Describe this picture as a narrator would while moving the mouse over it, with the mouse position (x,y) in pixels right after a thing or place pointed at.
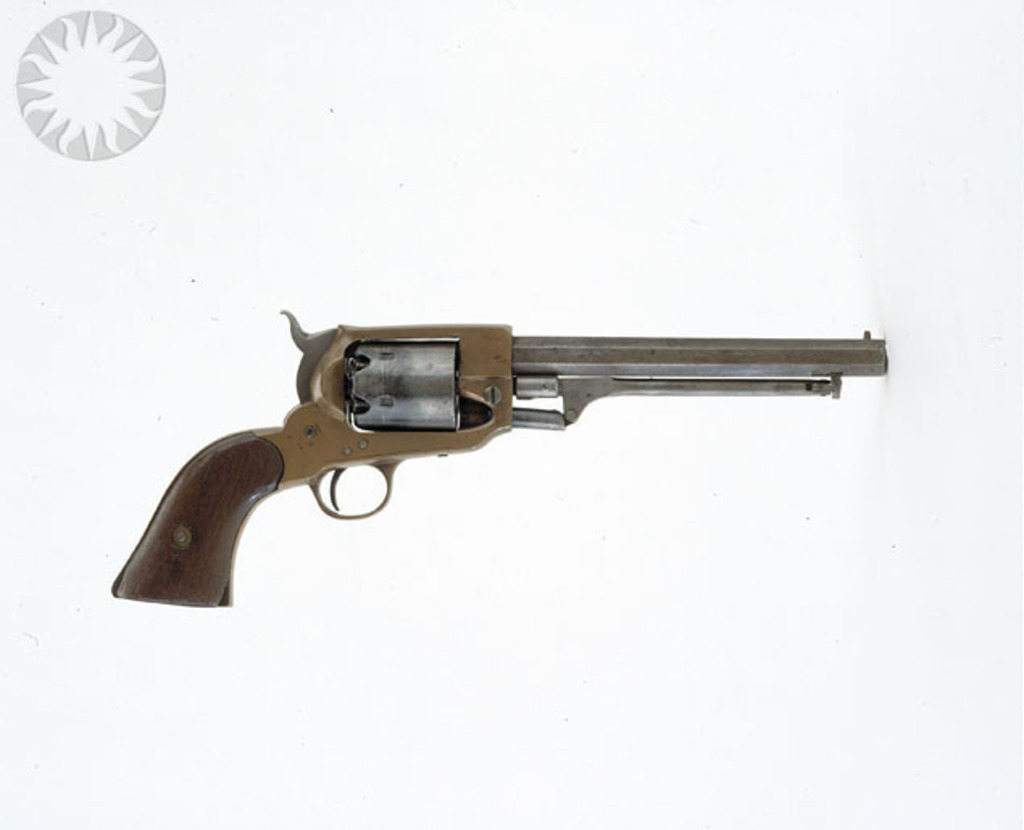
In this image we can see a gun (559,343). In the top left (122,147), we can see a logo (121,134). The background of the image (323,292) is white.
